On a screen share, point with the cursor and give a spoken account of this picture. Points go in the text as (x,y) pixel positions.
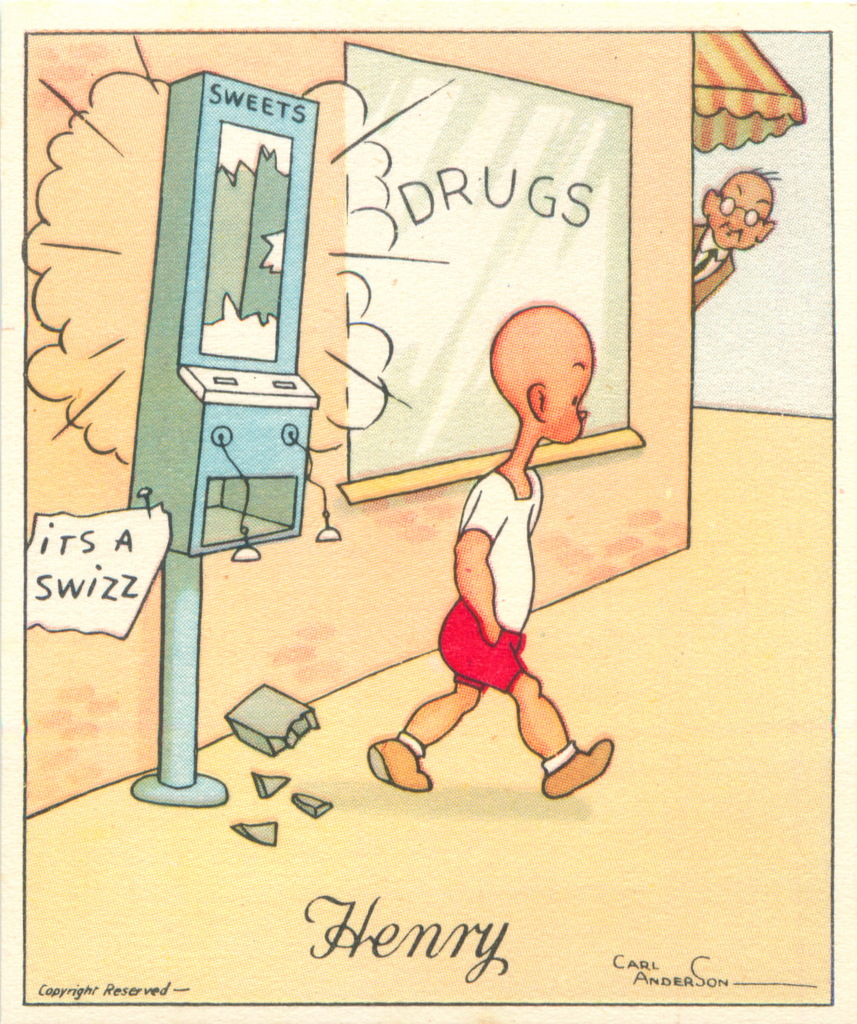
In this image we can see the drawing of a cartoon picture. Here we can see a kid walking and at the right corner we can see a man (775,177) looking at someone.
